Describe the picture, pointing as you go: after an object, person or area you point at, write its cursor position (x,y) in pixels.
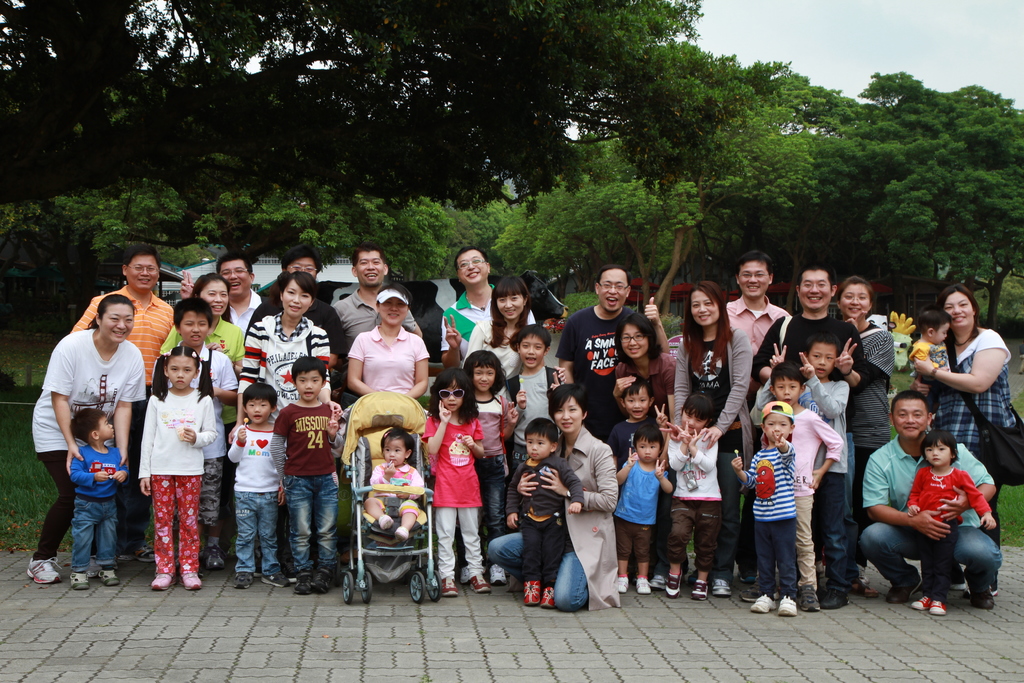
In this picture I can see the number of people (486,415) standing on the floor (425,632) with smiles. I can see a kid (378,471) on the wheel cradle (390,529). I can see green grass (29,418). I can see trees (575,179) in the background (676,134). I can see clouds (786,62) in the sky (832,47).
